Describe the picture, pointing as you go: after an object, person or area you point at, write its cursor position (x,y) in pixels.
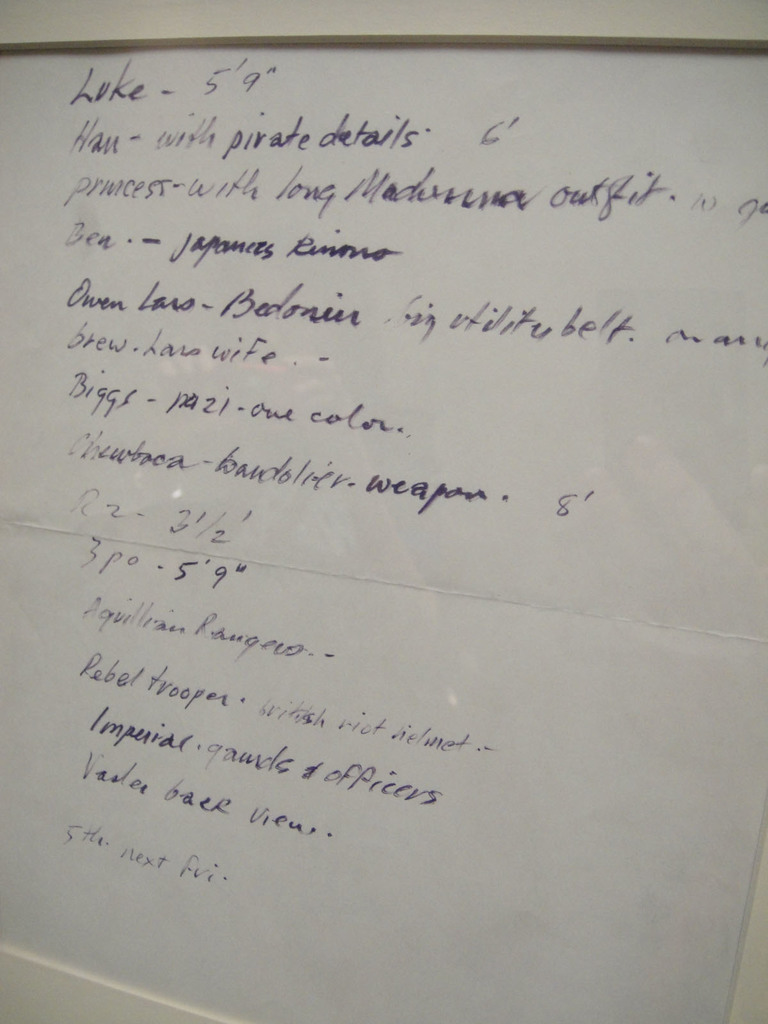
The picture consists of a board (119,378), on the board (140,365) we can see text (218,581).
